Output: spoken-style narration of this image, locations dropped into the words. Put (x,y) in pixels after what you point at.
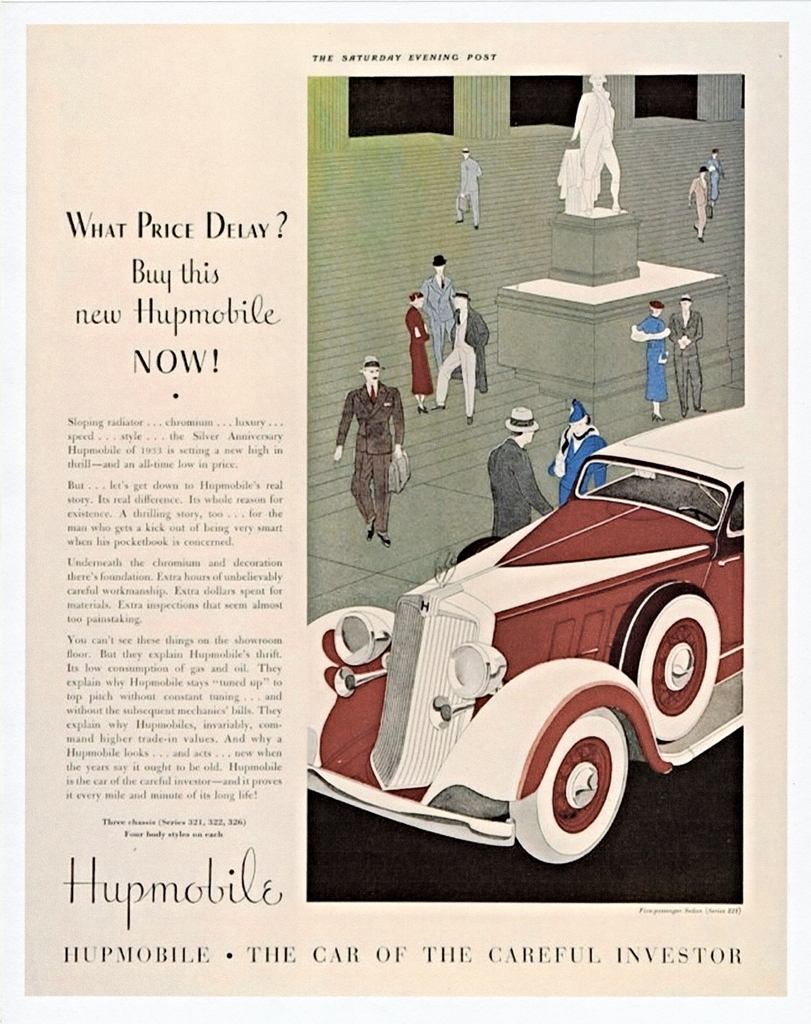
In this picture we can see poster (575,537). On the right (734,112) we can see cartoon image (620,591). In which we can see car (478,712), statue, woman (651,310), man (344,416) and other objects (679,258). On the left (175,289) we can see passage (154,674).
